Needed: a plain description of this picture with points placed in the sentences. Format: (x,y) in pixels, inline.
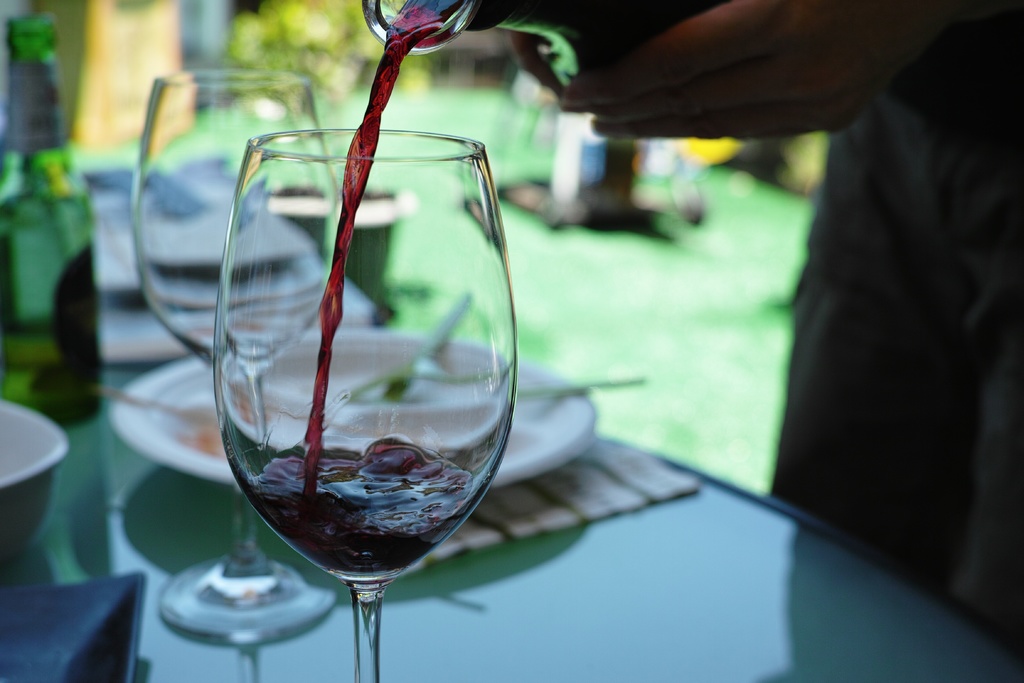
In this picture we can see a person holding a bottle (460,33) and pouring red color liquid (361,142) in a glass (424,476). We can see a glass (163,175), bowls (18,418) and other objects (156,346) on the table (891,674). There is a flower pot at the back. Background (645,351) is blurry.
